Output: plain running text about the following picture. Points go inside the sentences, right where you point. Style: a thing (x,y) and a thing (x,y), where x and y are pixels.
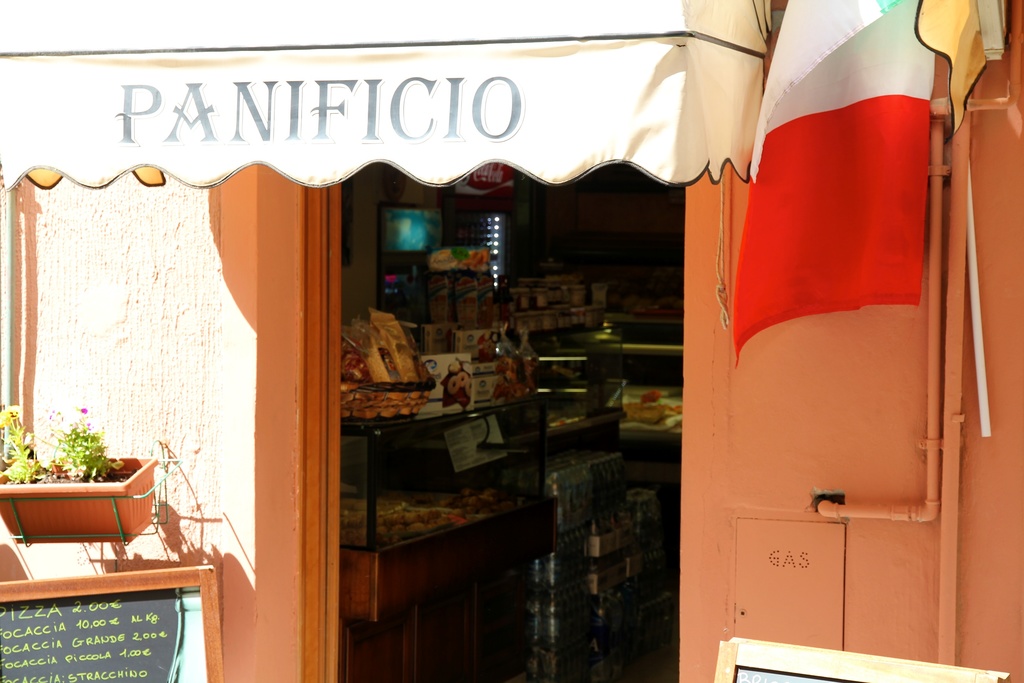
In this image there is one store (402,487) and in the store (431,480) there are some packets (471,363), glass boxes (488,453), and in the boxes (479,468) there are some food items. And there is a fridge (491,240) and some objects (539,319) in the store (480,432), and at the top (383,94) there is a tent (304,86) and on the left side (79,488) there is flower pot (67,490), plants (22,480), boards (109,637) on either sides. On the boards (113,622) there is text (95,611).
